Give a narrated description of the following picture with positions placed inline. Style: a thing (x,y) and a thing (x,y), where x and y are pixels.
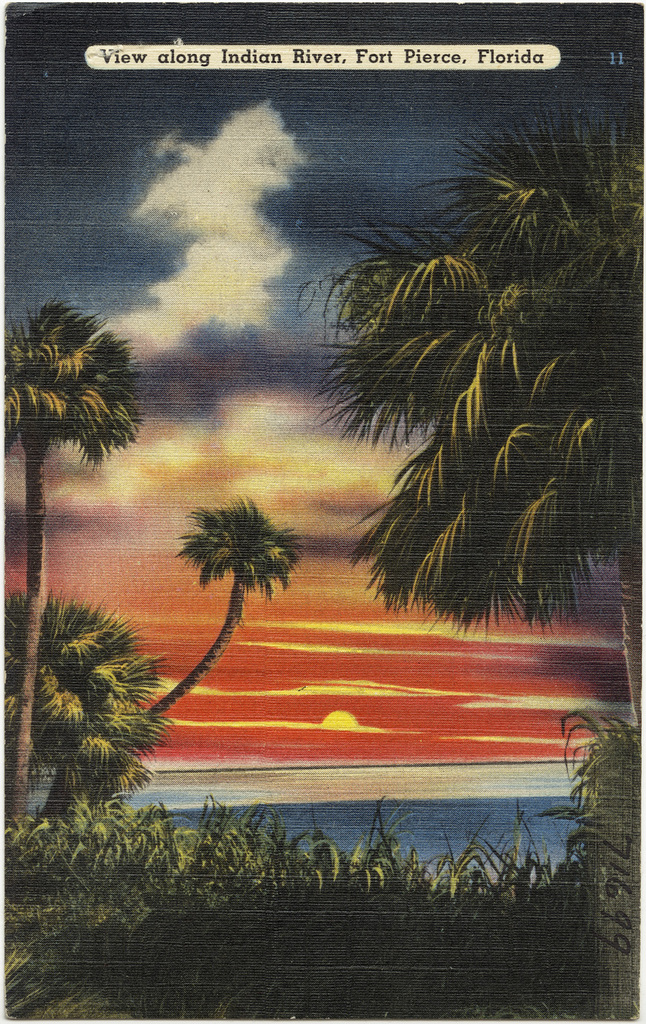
Here this image looks like an poster, in which we can see plants (255,891) and trees (73,803) covered over there and we can also see clouds (316,728) and sun (334,729) in the sky (311,723).
